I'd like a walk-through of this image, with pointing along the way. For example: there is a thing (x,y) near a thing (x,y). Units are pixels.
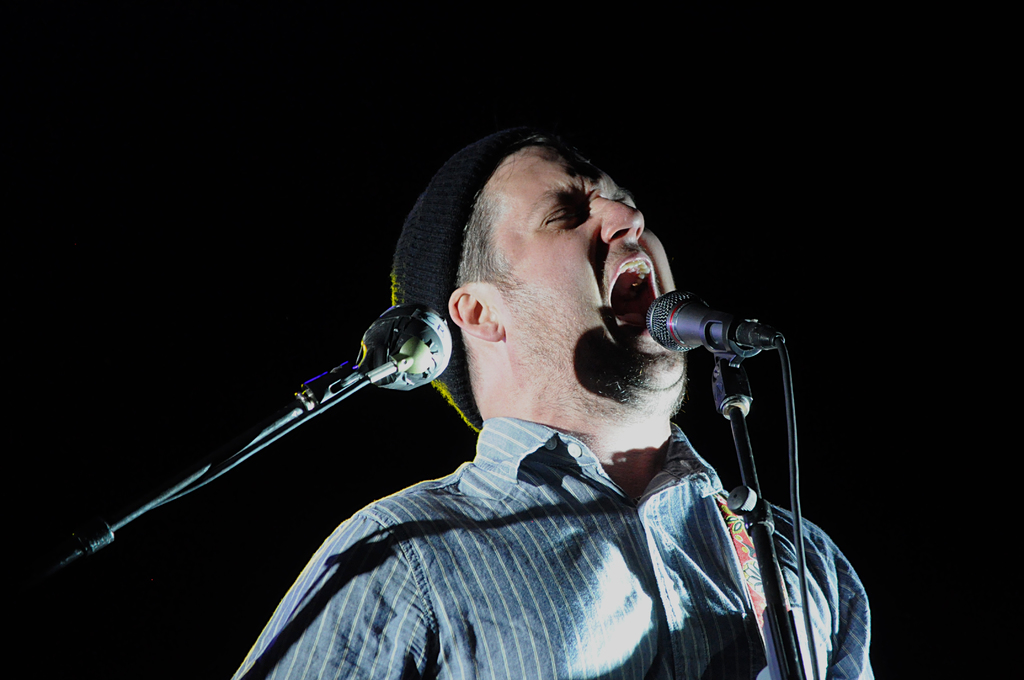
In the center of the image (643,381) there is a person (645,430) singing in a mic (682,348). The background of the image (111,394) is black in color. To the left side of the image (329,398) there is another mic (403,314).
